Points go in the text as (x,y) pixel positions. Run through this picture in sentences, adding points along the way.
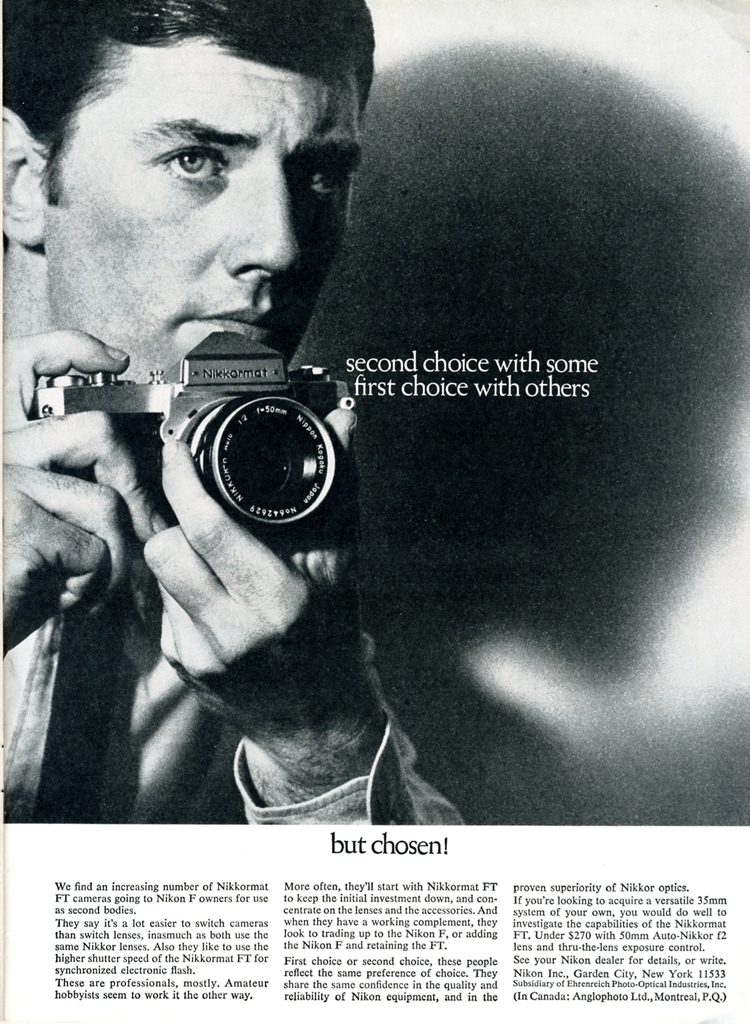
This Picture shows the magazine article paper (139,891) in which a man (121,315) wearing white shirt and black tie (70,721) is holding the camera (271,378) in his hand (216,549) and giving the pose into the photograph.
